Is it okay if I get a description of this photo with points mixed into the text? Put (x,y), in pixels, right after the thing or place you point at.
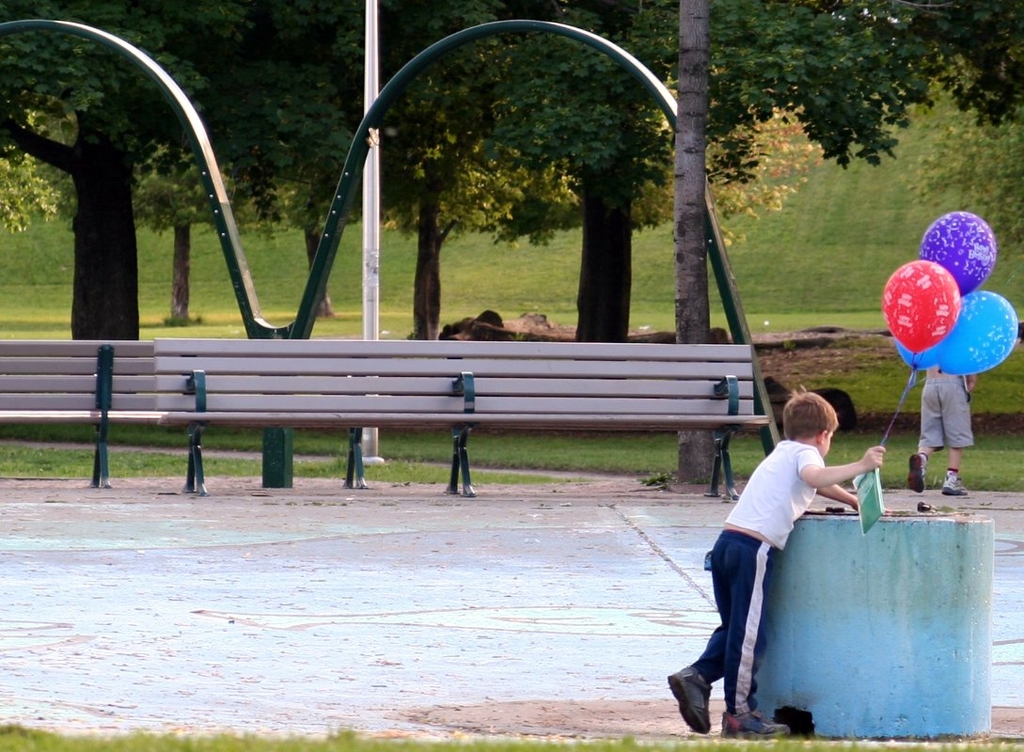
On the right side (747,646) a boy (756,616) is there, he wore t-shirt (786,531), trouser (759,641), shoes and also holding the balloons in his right hand (879,463). In the middle (547,415) there are benches (581,413) and trees (309,179).
